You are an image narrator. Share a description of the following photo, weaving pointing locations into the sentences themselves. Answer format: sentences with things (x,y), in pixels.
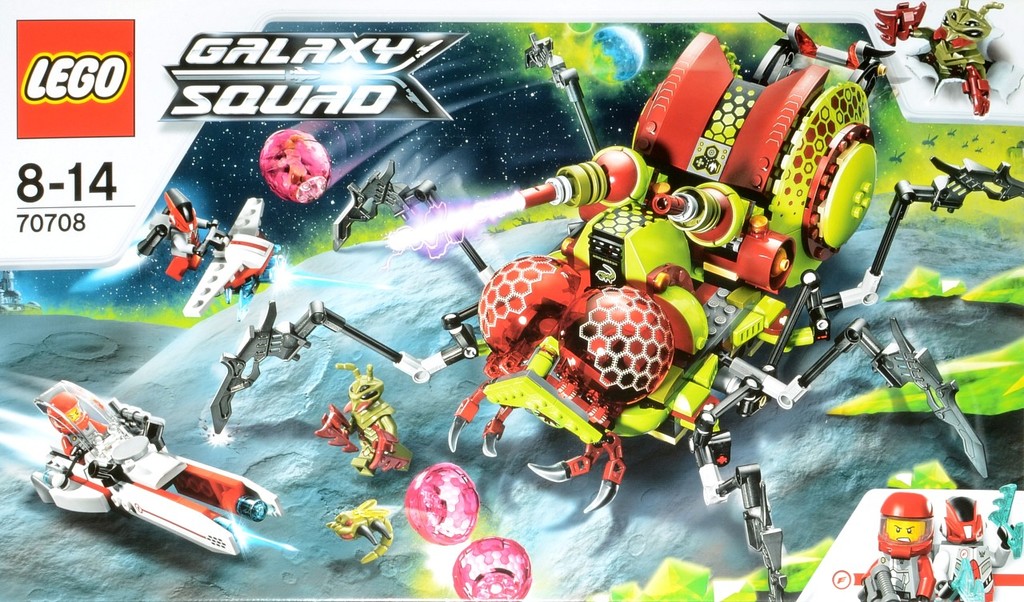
It is the poster in which there are lego toys (726,152). In the poster there are so many animated images (604,329).
